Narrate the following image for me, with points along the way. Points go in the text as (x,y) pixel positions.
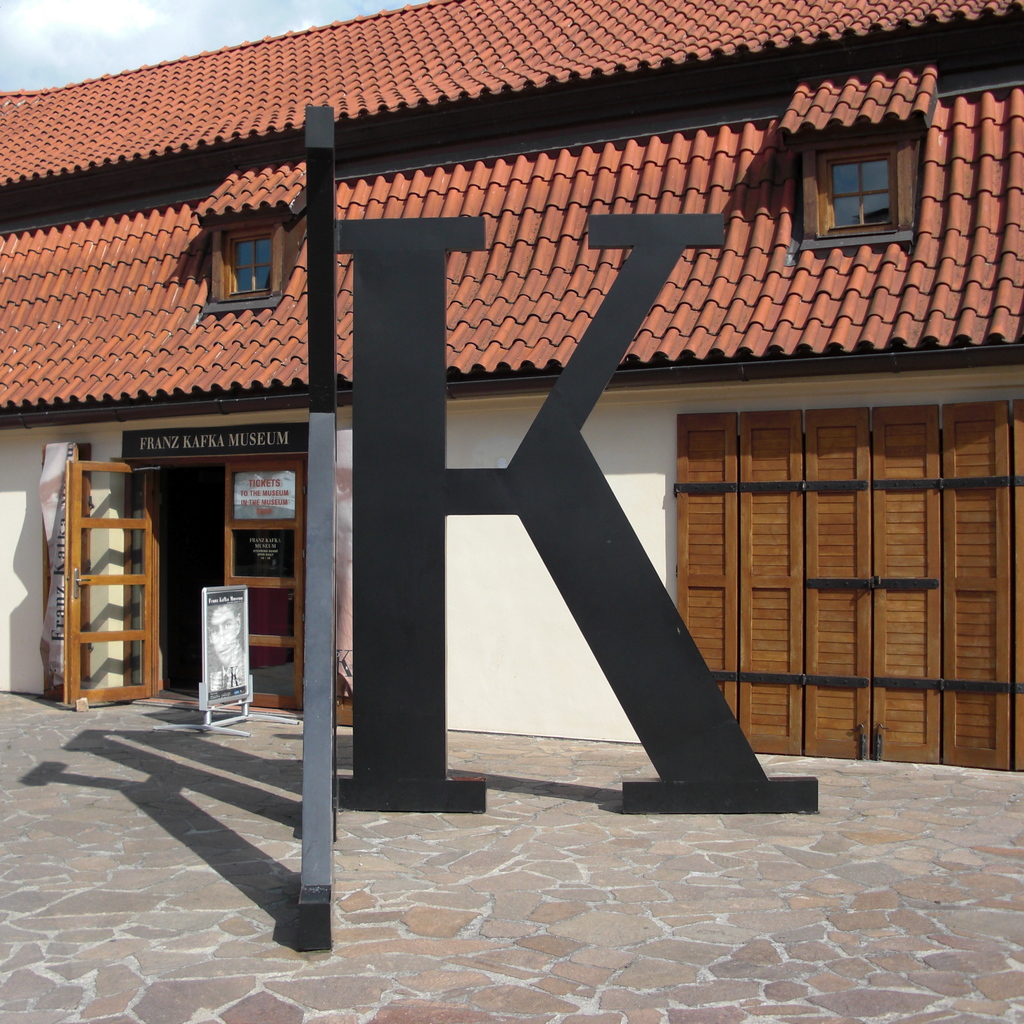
In this image I can see metal rods (326,778), window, door (718,680), board (243,642), house (447,257) and the sky (151,44). This image is taken may be during a day.
